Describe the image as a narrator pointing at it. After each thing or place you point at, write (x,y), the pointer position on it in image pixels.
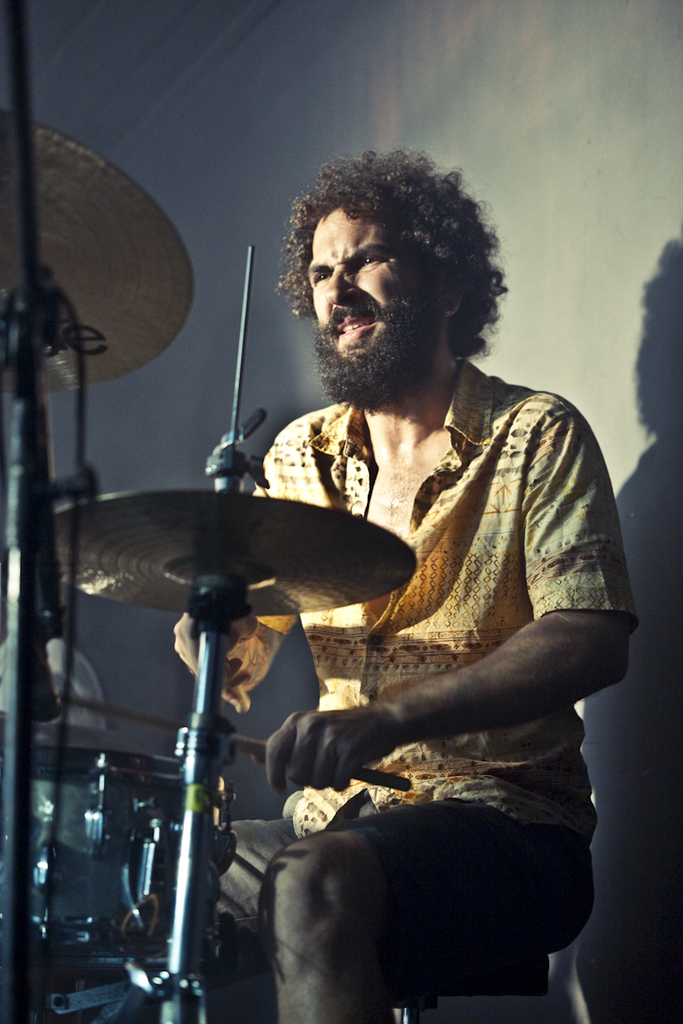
As we can see in the image there is a white color wall (566,152) and a man (472,455) playing musical drums (63,520).
